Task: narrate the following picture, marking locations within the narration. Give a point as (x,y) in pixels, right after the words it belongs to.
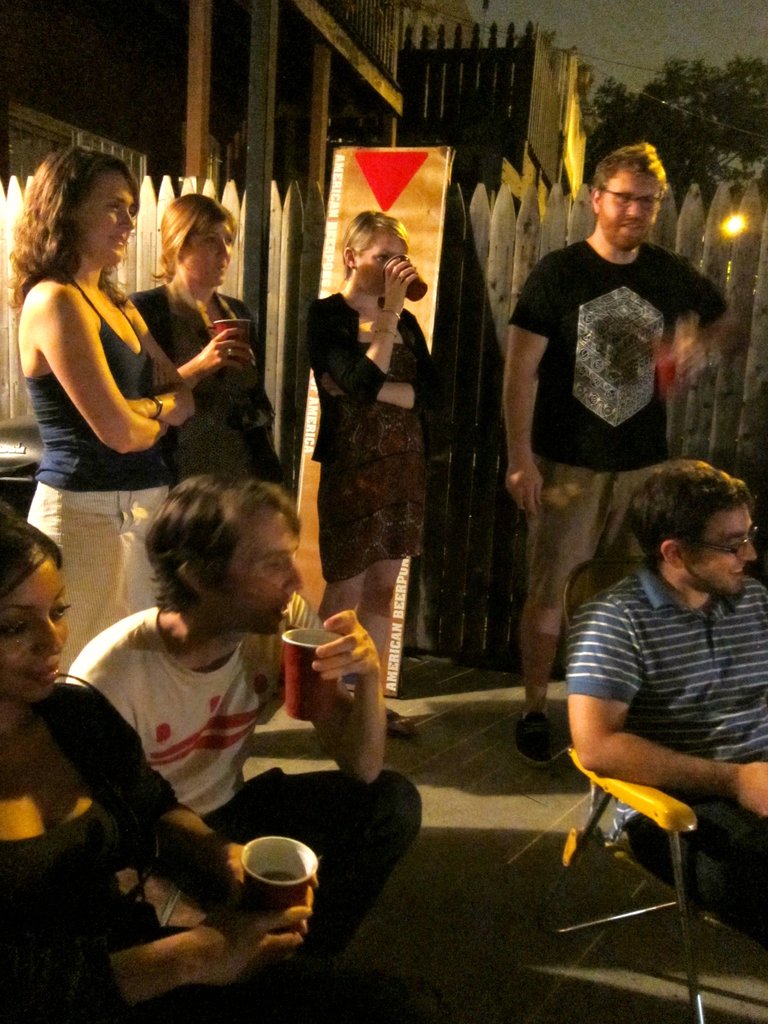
In the image I can see some people (231,620), among them some are sitting and holding the glasses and also I can see a tree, wooden fencing (731,424).
